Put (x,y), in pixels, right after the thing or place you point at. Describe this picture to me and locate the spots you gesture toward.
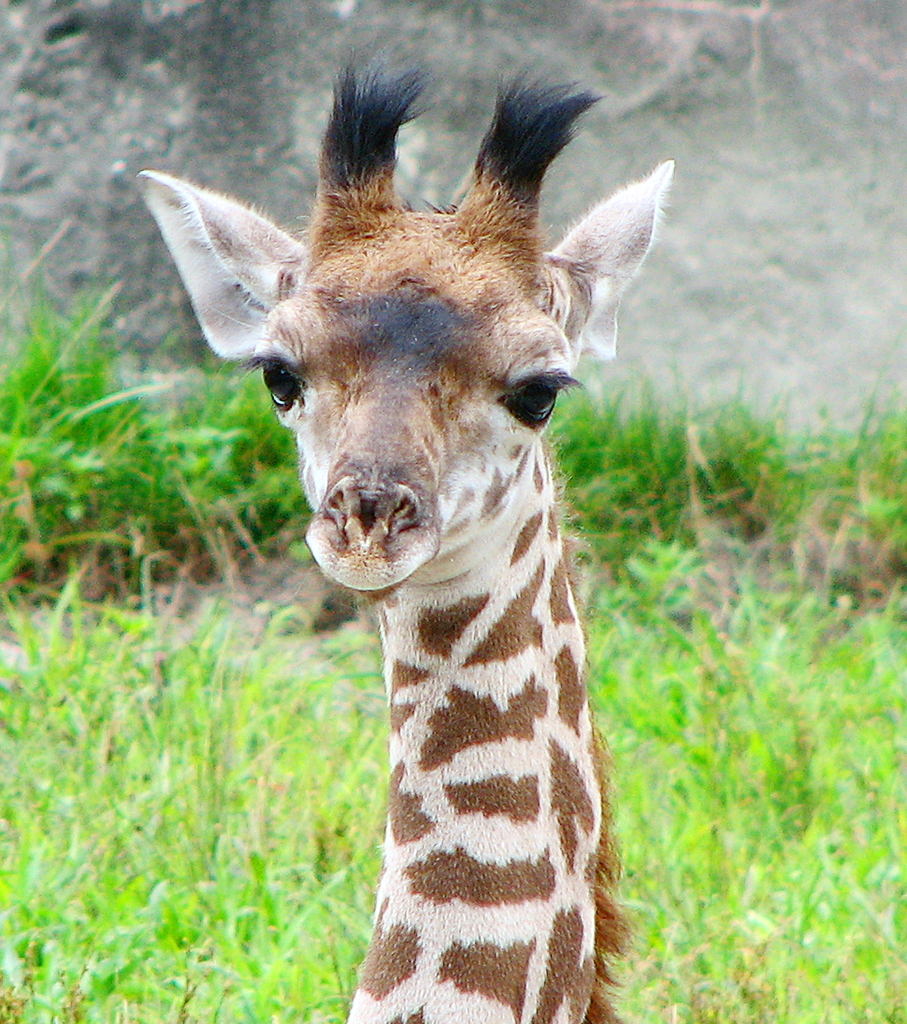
In this image I can see a giraffe (490,482). In the background (759,760) I can see green grass (762,682).
